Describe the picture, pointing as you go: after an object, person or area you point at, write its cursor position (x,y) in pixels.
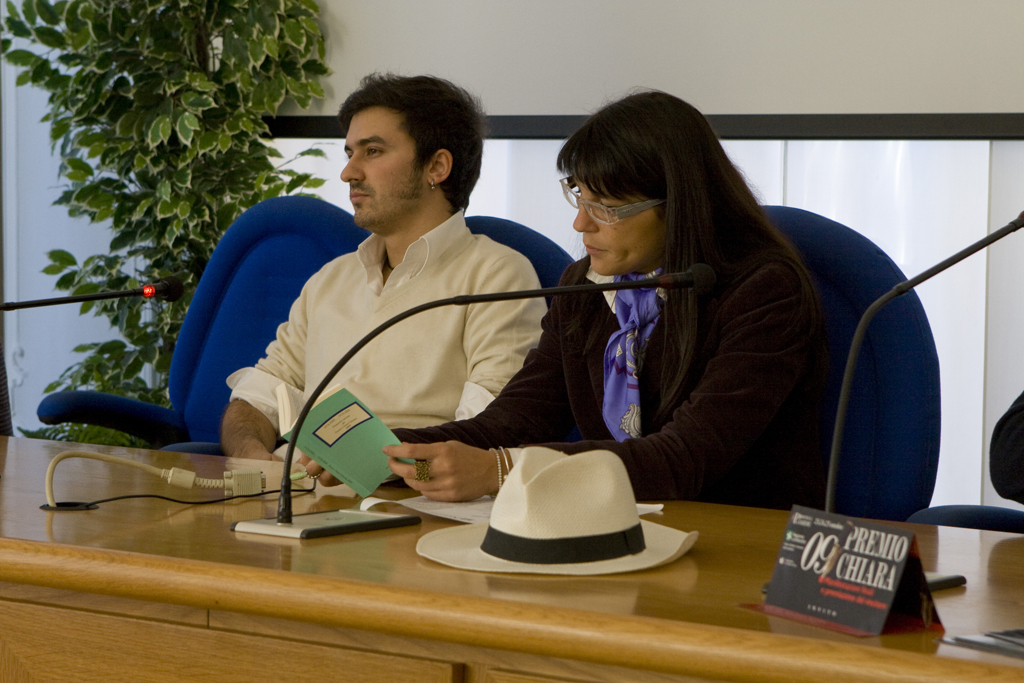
In this picture we can see man (396,142) and woman (714,322) sitting on chair (242,253) and here woman (584,367) looking at book (387,430) and in front of them there is table (569,619) and on table (352,563) we can see cap (612,555), mic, board (786,539), wires (228,481) and in background (151,173) we can see tree (161,61), wall (723,63).
